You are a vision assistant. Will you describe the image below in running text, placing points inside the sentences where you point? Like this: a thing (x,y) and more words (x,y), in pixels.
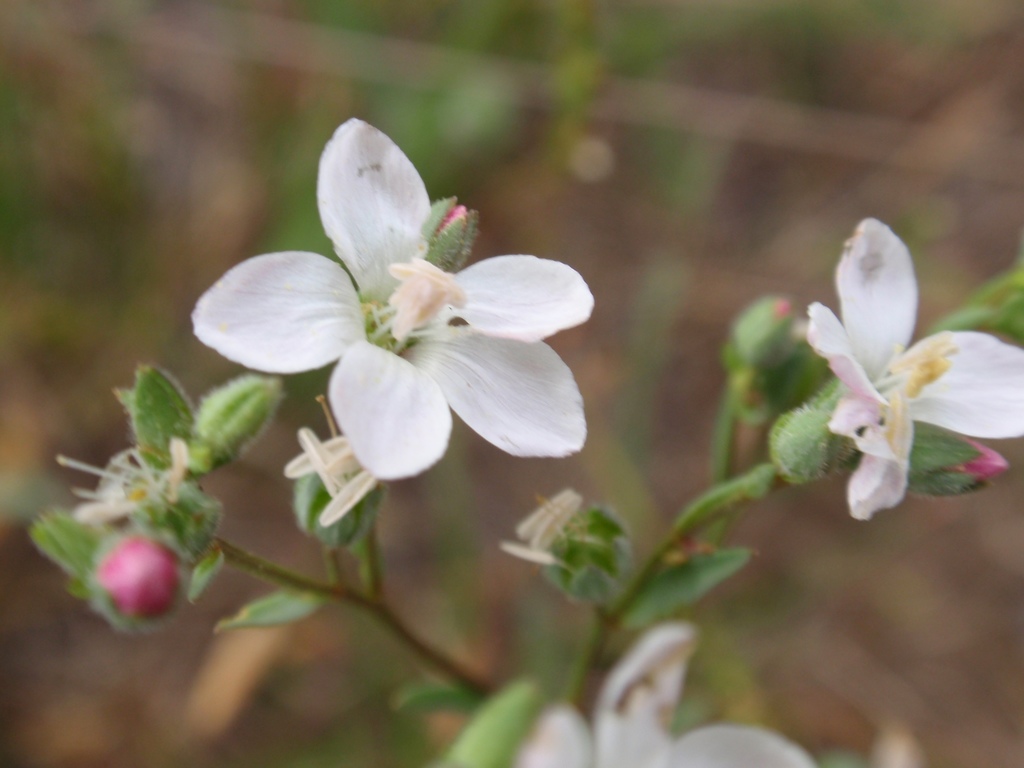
In the picture we can see a plant (724,455) with a flower (423,424) and buds (151,560), the flowers (420,439) are white in color.
